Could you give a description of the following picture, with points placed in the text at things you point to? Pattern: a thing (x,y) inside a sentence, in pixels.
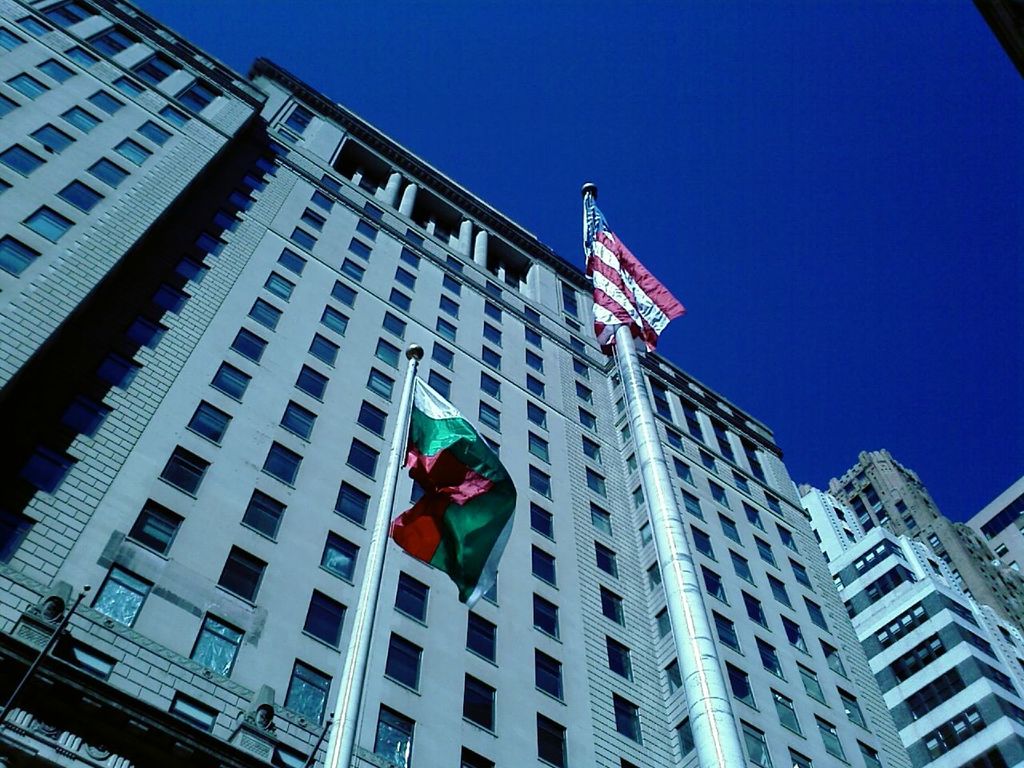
There are some huge buildings (349,430) with plenty of windows (431,381) and in front of one of the building (322,569) there are two flags (473,452).
